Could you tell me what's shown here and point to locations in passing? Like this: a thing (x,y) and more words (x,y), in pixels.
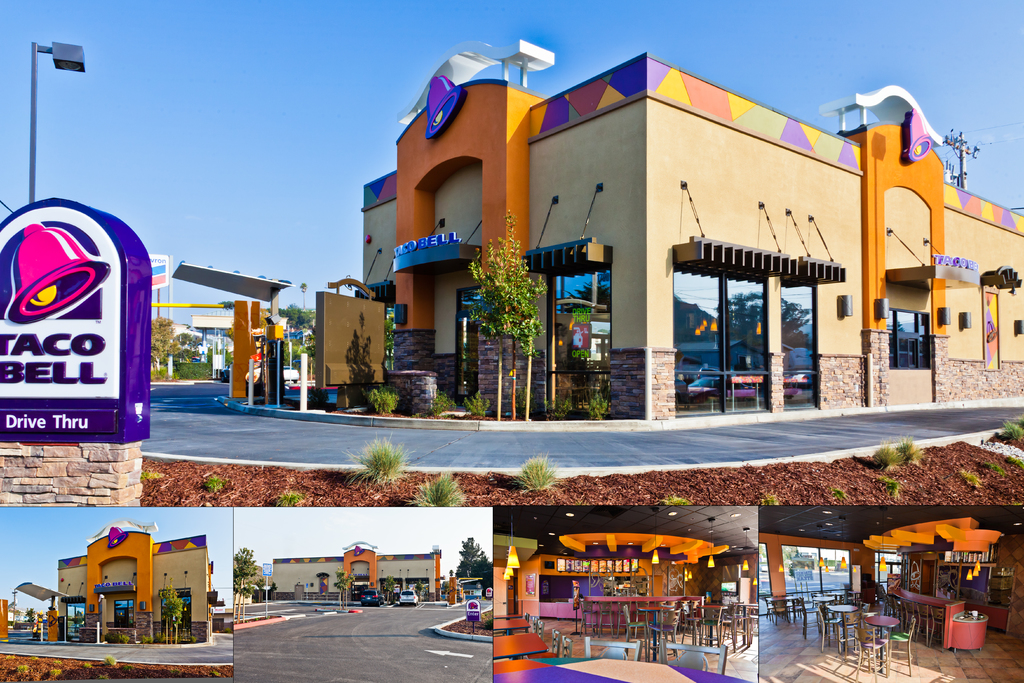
There is a collage image of different pictures of buildings (549,213) and their inside view (714,578). There is a name stone (87,340) on the left side of the image (86,446). There is a street pole (33,63) in the top left of the image (66,52). There are some trees (240,569) in front of buildings (194,572). There is a sky (453,27) at the top of the image (816,54).
